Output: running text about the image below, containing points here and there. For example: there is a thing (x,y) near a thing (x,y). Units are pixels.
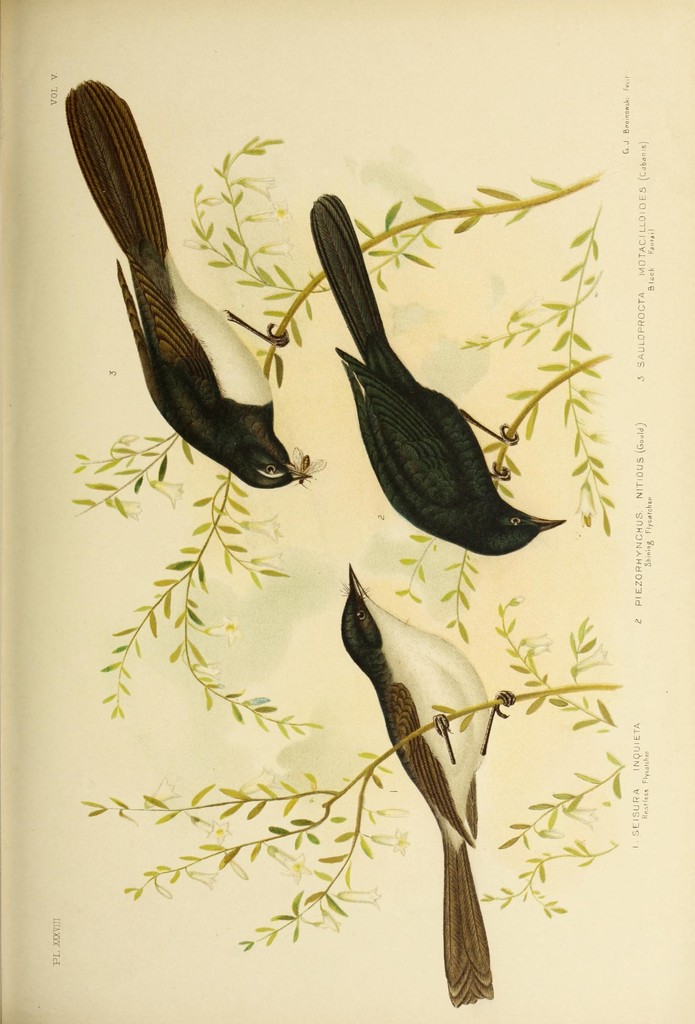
This looks like a poster (466,624). I can see three birds (474,754) standing on the stems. These are the leaves (522,211). I can see the letters (638,230) on the poster (287,917).
